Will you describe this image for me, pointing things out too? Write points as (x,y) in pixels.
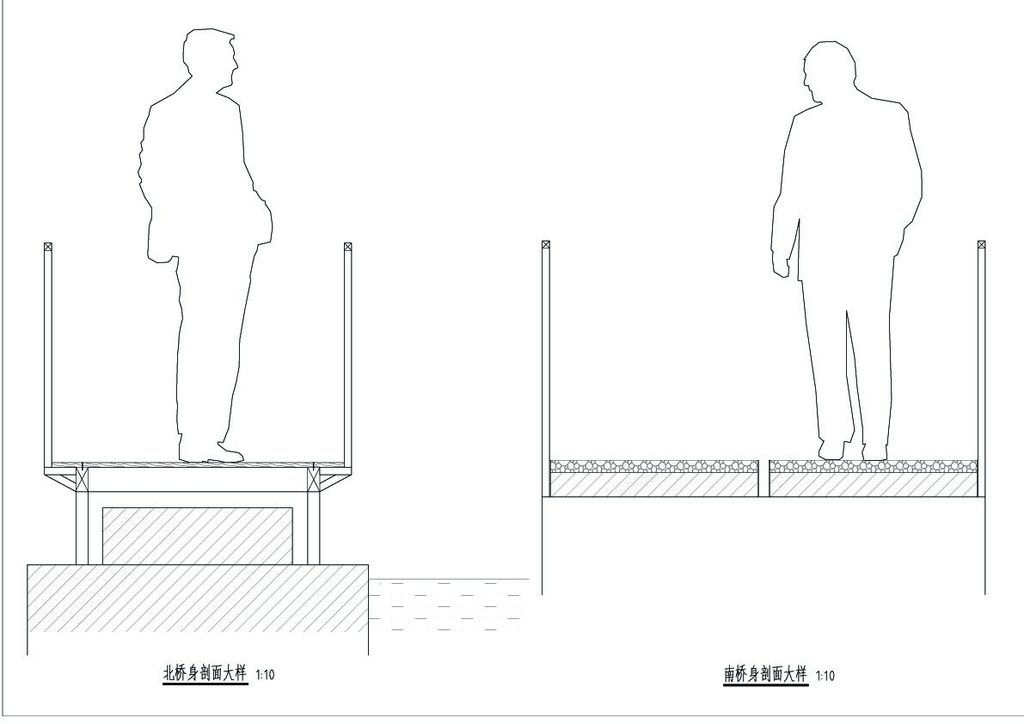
In this image there is an outline (251,475) of bridges and there are two people (816,330), at the bottom (215,675) there is some text (744,679).
